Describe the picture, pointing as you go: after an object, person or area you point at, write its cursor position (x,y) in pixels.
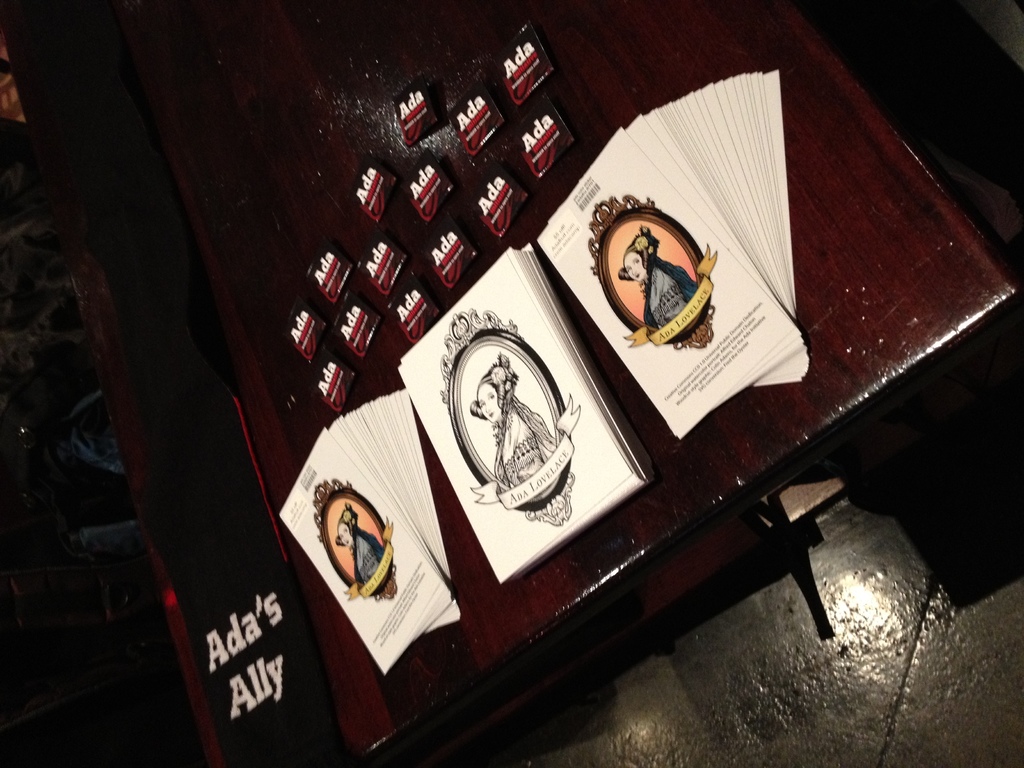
In this picture I can see few papers (506,406) with some text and pictures (510,403) on the table (375,714) and I can see dark background (923,87).
